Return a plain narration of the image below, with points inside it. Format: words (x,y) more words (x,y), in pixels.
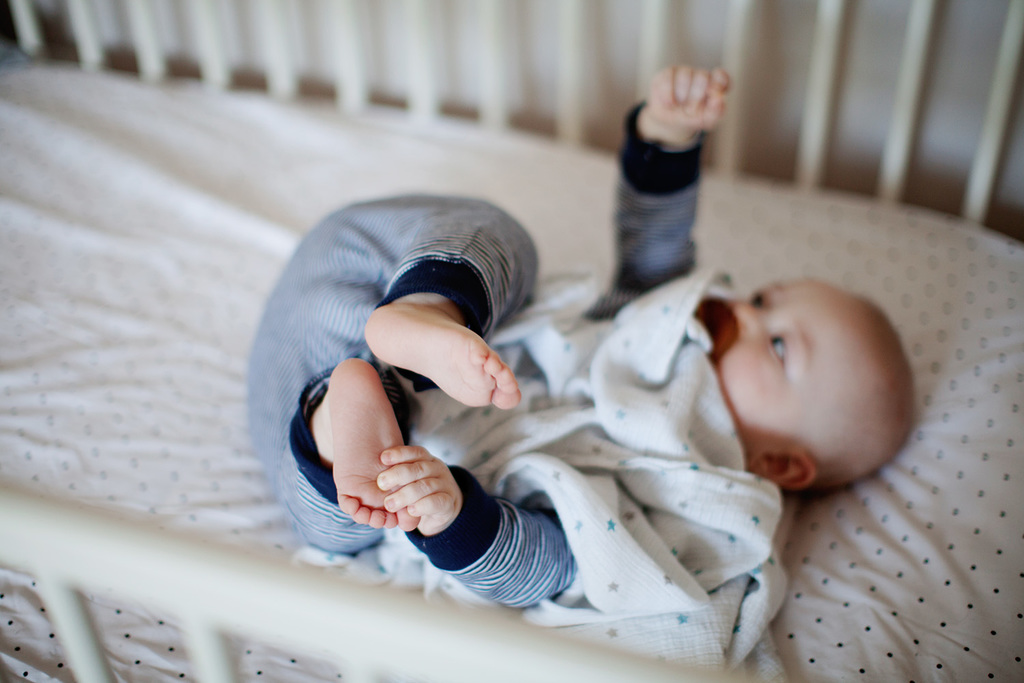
In this image we can see a baby (387,388) is lying in the bed (352,623).
